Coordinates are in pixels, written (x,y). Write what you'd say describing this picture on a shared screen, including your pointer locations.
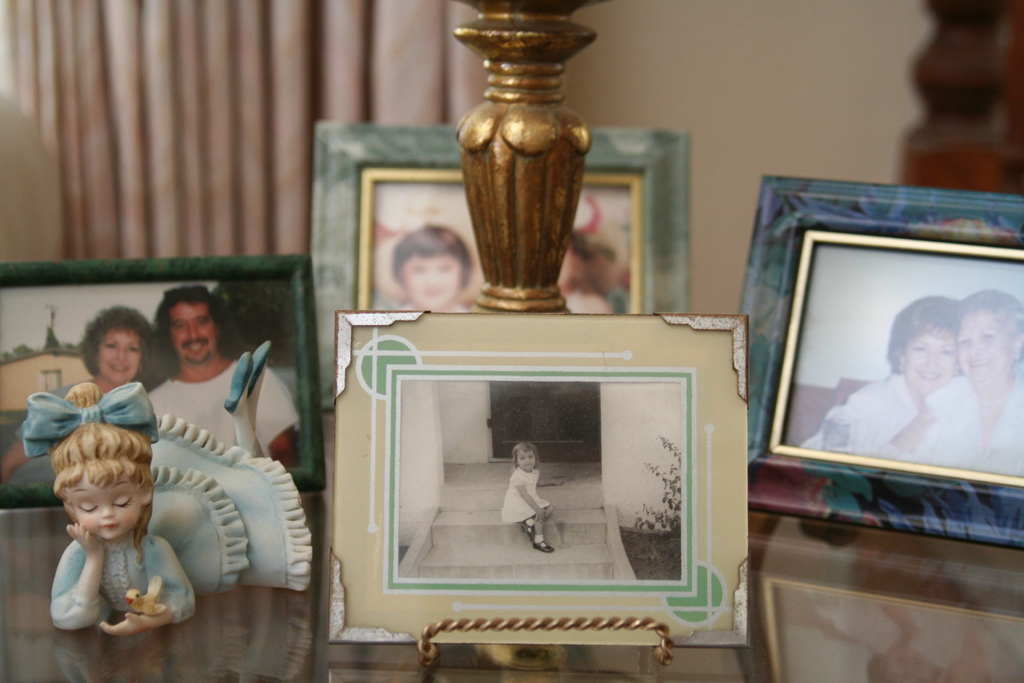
In this image there are some photo frames (494,382) and one toy (173,568), at the bottom (316,593) it looks like a table (847,577). And in the background (360,83) there is a curtain (378,75), wall (709,73) and wooden poles (958,86). And in the center (499,236) there is some object (525,133).
